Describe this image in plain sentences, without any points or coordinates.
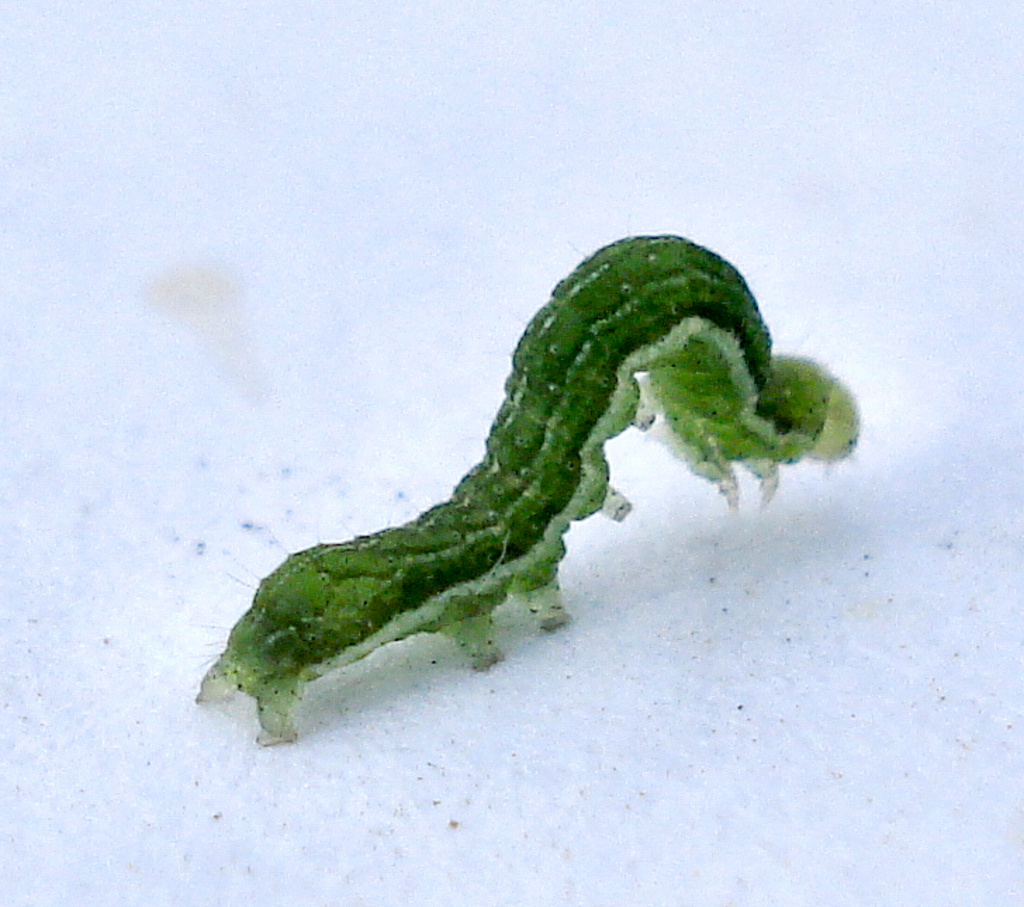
In this picture we can see a caterpillar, it is in green color.
